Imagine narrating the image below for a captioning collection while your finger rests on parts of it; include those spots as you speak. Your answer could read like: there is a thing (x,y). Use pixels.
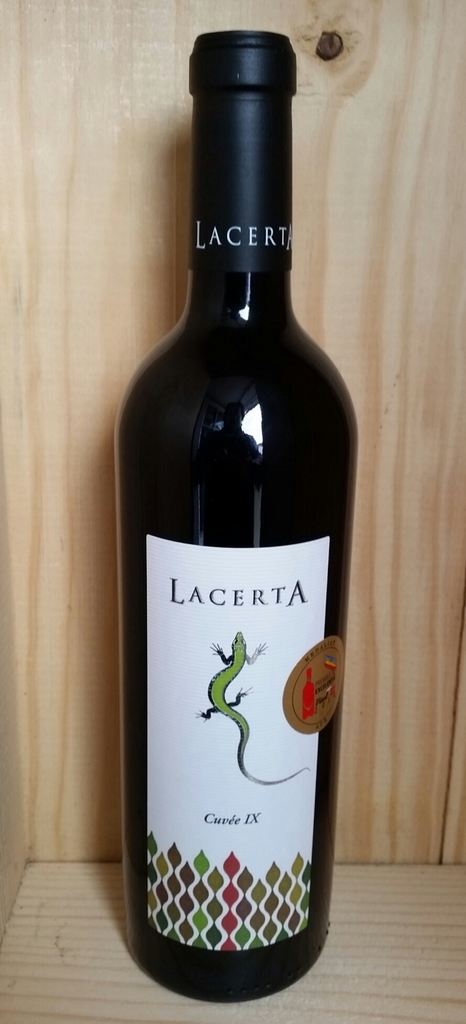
In this image there is a wine bottle (231,748) on a table (365,964). There is a label (220,726) on the bottle (242,750). There is a picture (231,716) of a lizard (235,667) on the label (225,762). Above to it there is text (296,586) on the label (323,547). Behind it there is a wooden wall (76,321).
